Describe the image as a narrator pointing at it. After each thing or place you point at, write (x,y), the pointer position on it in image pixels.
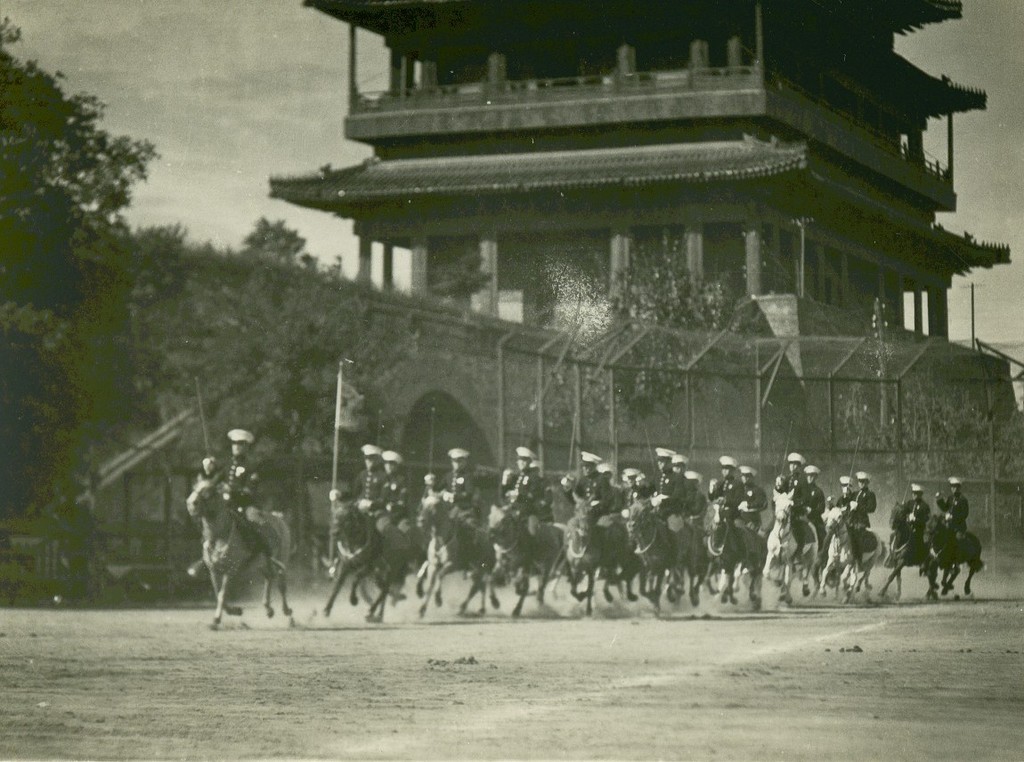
In the picture I can see few persons (572,485) wearing white cap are riding horses (569,528) and there is a fence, trees (259,365) and a building (512,365) in the background (495,337).
